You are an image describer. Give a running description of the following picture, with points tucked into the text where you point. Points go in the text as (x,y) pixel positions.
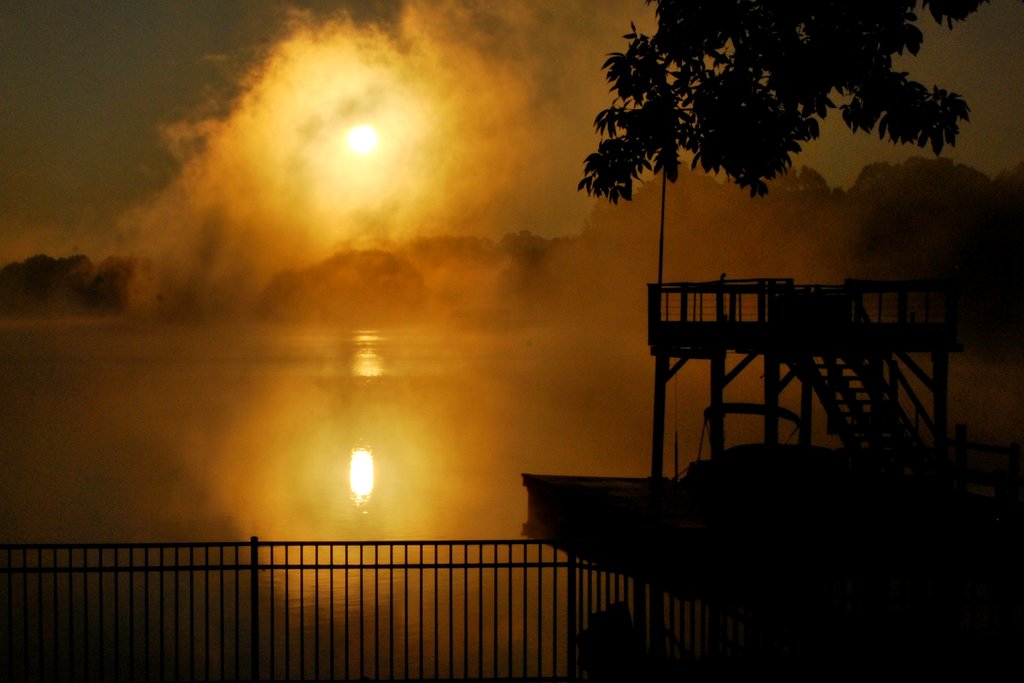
In front of the image there is a metal rod fence (449,590), beside the metal rod fence (589,594) there is a platform (663,521), on the platform (814,475) there are stairs (823,396) supported by rods (811,380). In the background of the image (685,421) there is water (342,406), behind the water (303,357), there are trees (703,226), mountains (489,241). At the top of the image (447,175) there is sun (366,129) in the sky (459,122).
